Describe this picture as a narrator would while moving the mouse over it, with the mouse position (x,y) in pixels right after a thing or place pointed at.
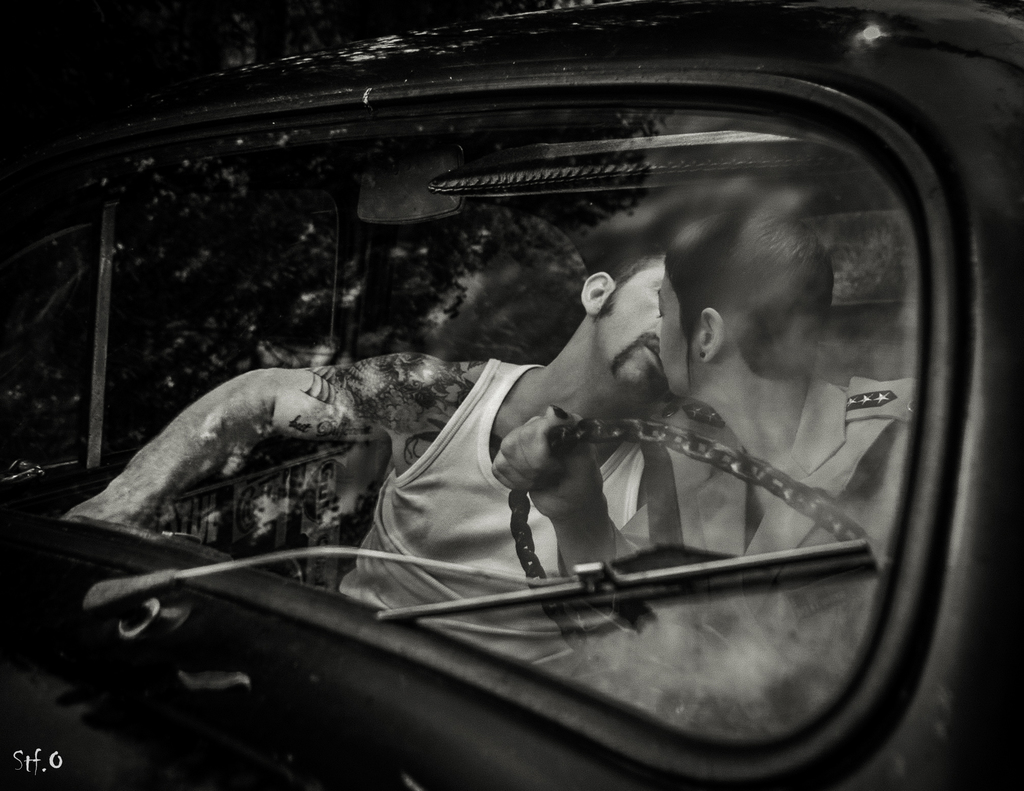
In this image i can see a car (328,186) and there are the two persons (468,371) sitting on the car (398,77) and one person (667,386) holding a steering (516,527) of the car (373,83).
